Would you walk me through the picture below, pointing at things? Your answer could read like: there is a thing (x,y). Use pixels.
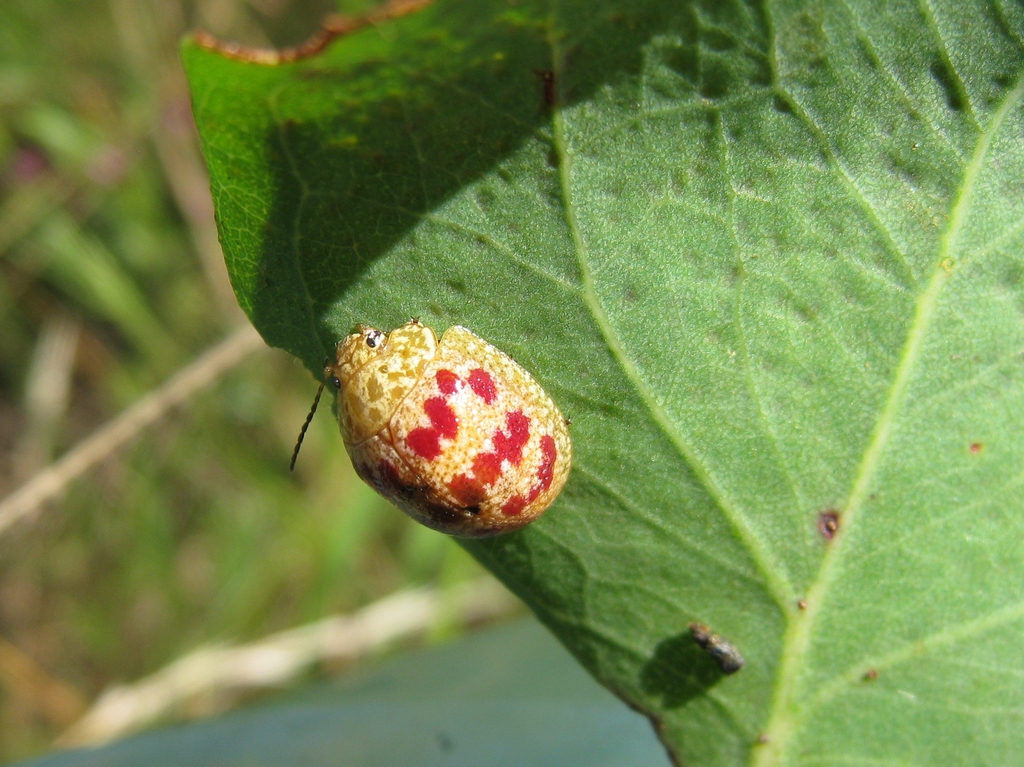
In this picture we can see a bug (357,460) on a leaf (574,411). Background (320,562) is blurry.
